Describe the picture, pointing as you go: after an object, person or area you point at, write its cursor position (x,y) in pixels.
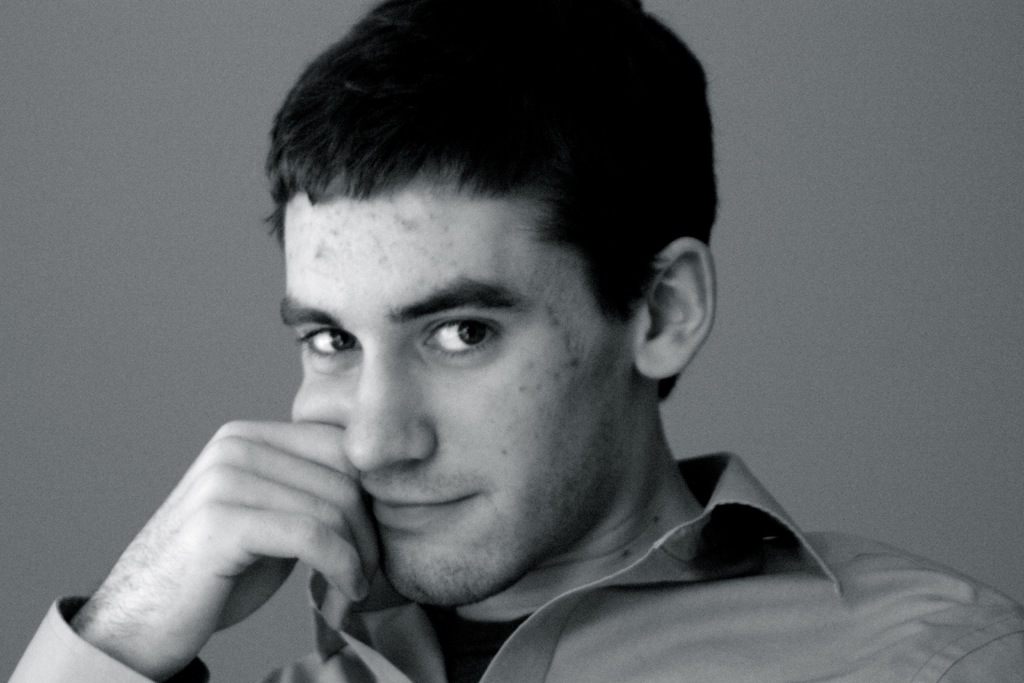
This image consists of a man (593,544) wearing a gray shirt (95,657). The background (66,16) is also gray in color.
